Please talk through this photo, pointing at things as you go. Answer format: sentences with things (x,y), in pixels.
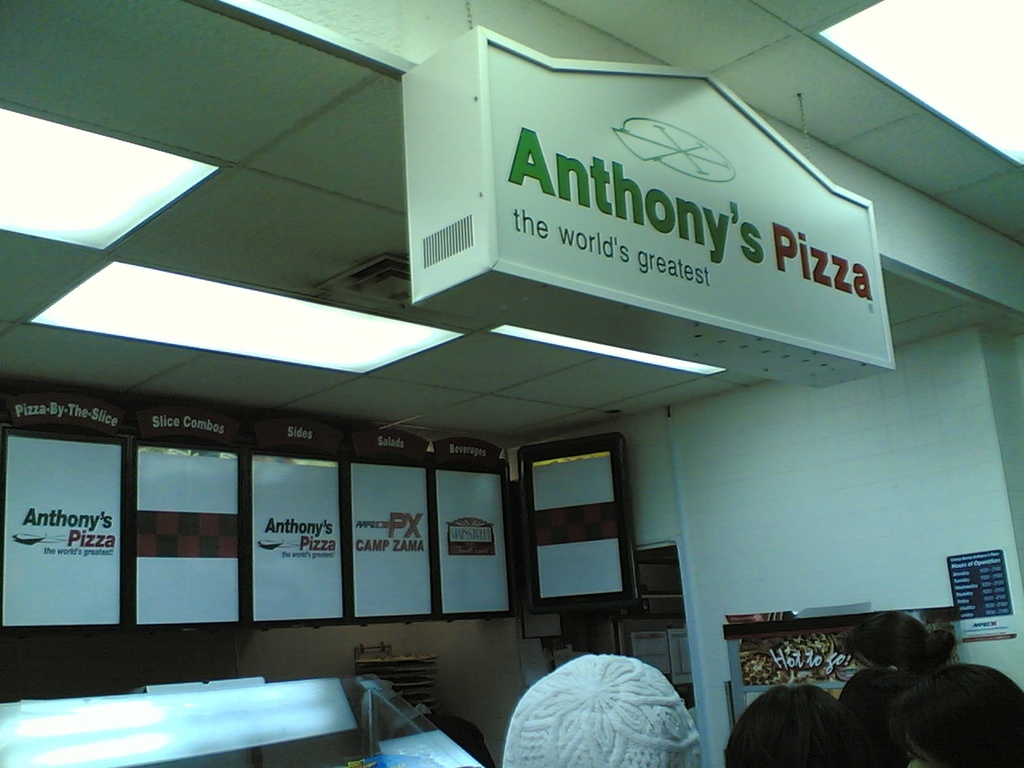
In the foreground of this image (668,745), at the bottom (967,735), there are heads (885,754) of person (936,725). In the background (789,463), there is a wall (671,527), few boards (285,511) and the lights (245,327) to the ceiling (305,254).
